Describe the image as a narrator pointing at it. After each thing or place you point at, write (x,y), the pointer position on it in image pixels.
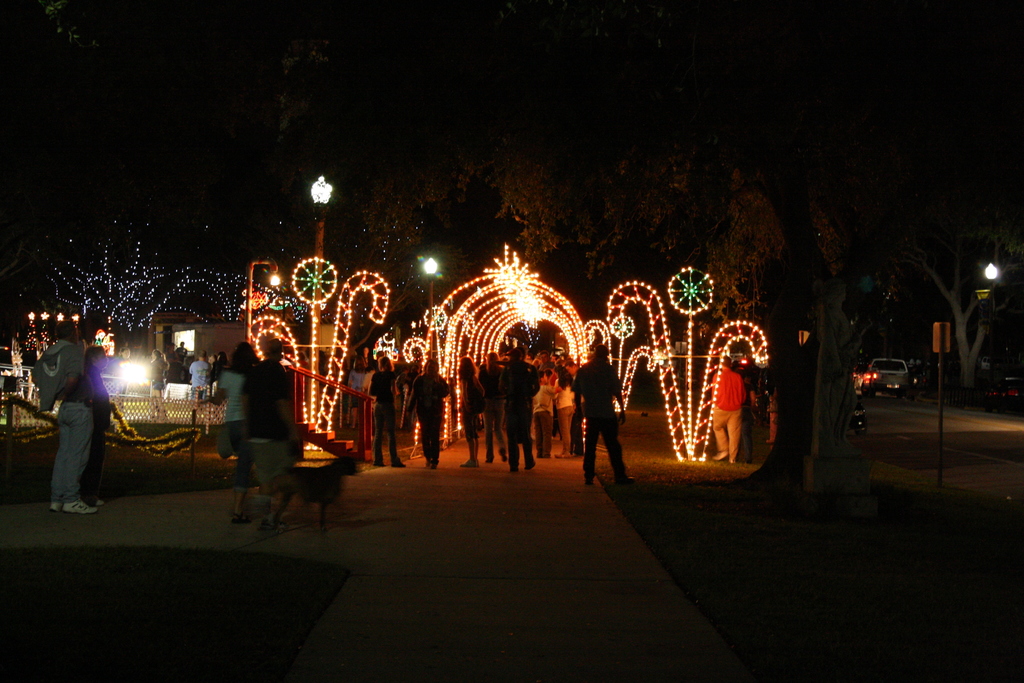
The picture is taken on the streets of a city (383,400). In the center of the picture (570,339) there are lights (458,318), street light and people (488,397) standing, on the road (215,531). At the top (857,169) there are trees (866,284) and on the right (884,389) there are vehicles (903,390). In the foreground (570,589) there is pavement (186,532) and grass (171,589).
